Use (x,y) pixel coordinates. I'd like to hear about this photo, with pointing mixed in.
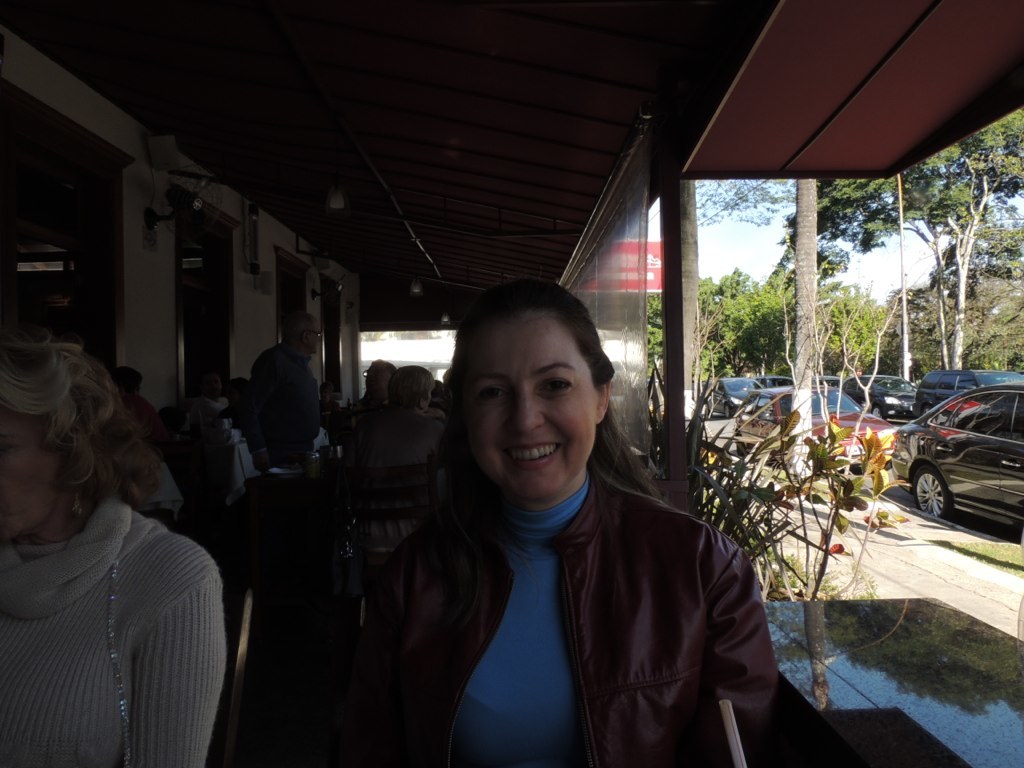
This is the woman (482,652) sitting and smiling. I can see the trees (806,294). These are the cars (925,385), which are parked. This looks like a plant (768,527). I can see groups of people (365,417) sitting on the chairs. Here is a person (295,424) standing. I think this is a light (250,267), which is attached to the wall (144,346).
